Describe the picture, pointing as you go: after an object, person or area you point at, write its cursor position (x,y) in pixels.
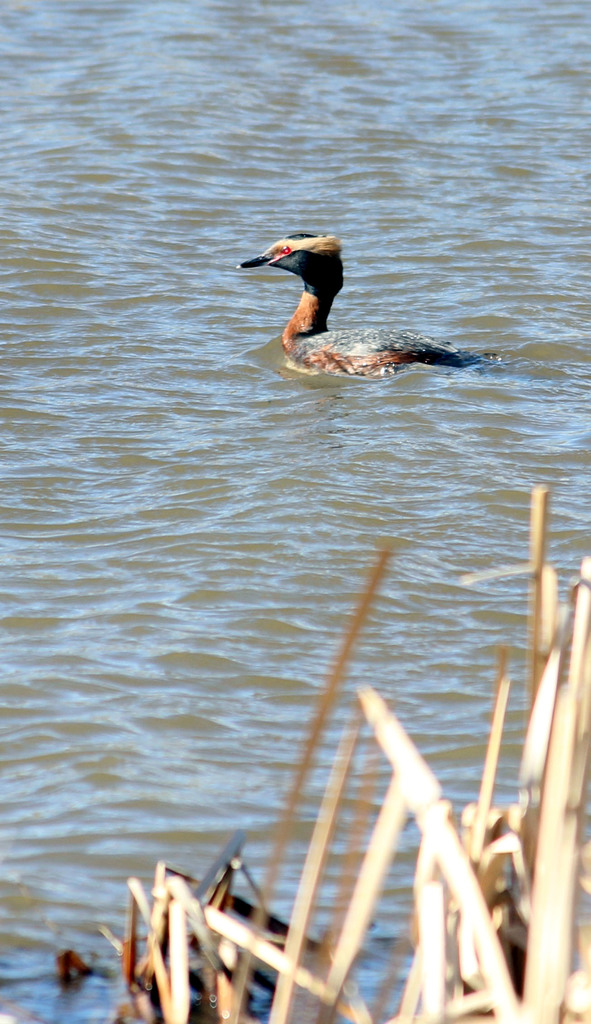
In this image I can see water (411,370), bird (362,334) and objects (489,863).
